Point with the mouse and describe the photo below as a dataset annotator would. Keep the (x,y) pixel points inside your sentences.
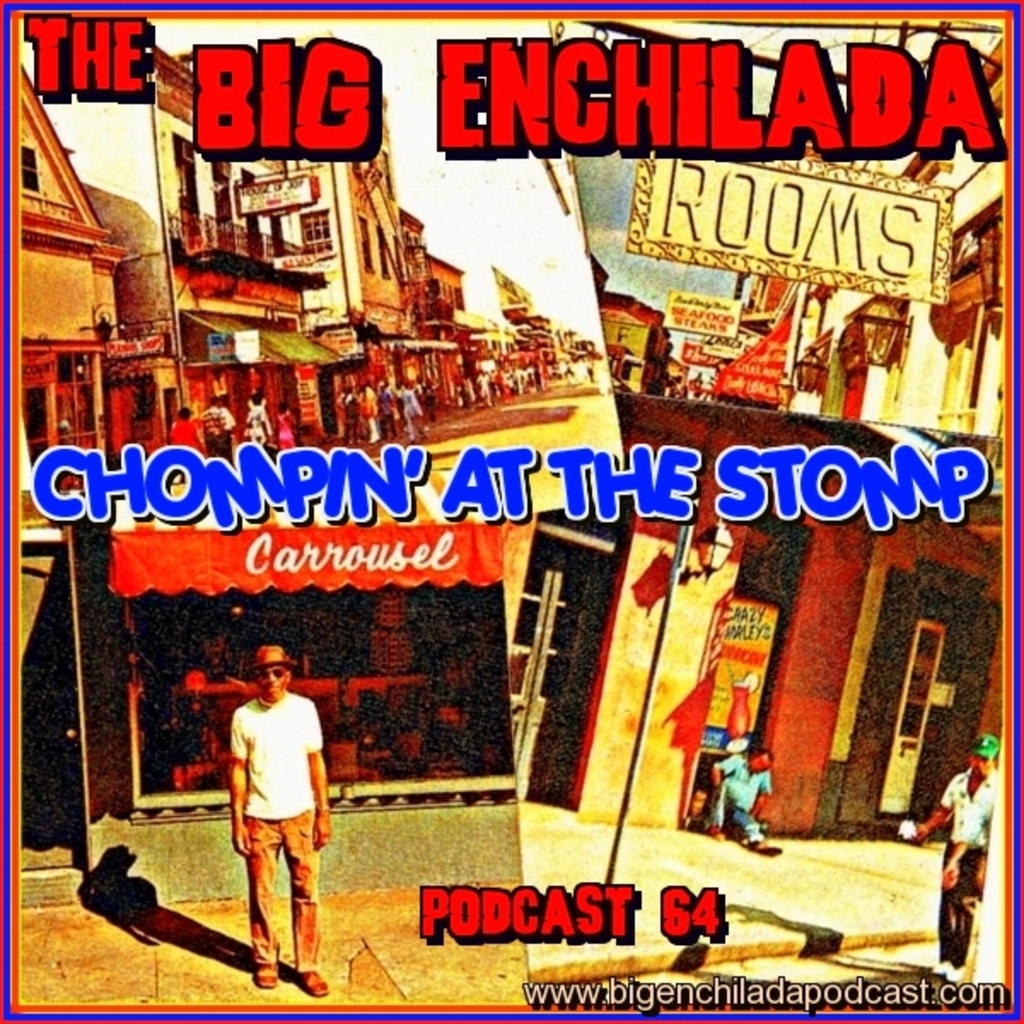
This is an edited image. In the left top of the picture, we see people (384,412) are walking on the road (584,421). Beside them, we see buildings (175,215). In the left bottom of the picture (270,827), we see a man (287,780) in white T-shirt (262,774) is standing. Behind him, we see a stall (318,656). In the right bottom of the picture (756,768), we see a man (751,791) is sitting and a man (962,802) is walking on the road (828,889). Behind them, we see a wall (654,638). In the right top of the picture (770,229), we see buildings (873,403) and boards (756,355) with some text (678,308) written on it. At the top of the picture (690,122), we see some text (209,76) written in red color.
